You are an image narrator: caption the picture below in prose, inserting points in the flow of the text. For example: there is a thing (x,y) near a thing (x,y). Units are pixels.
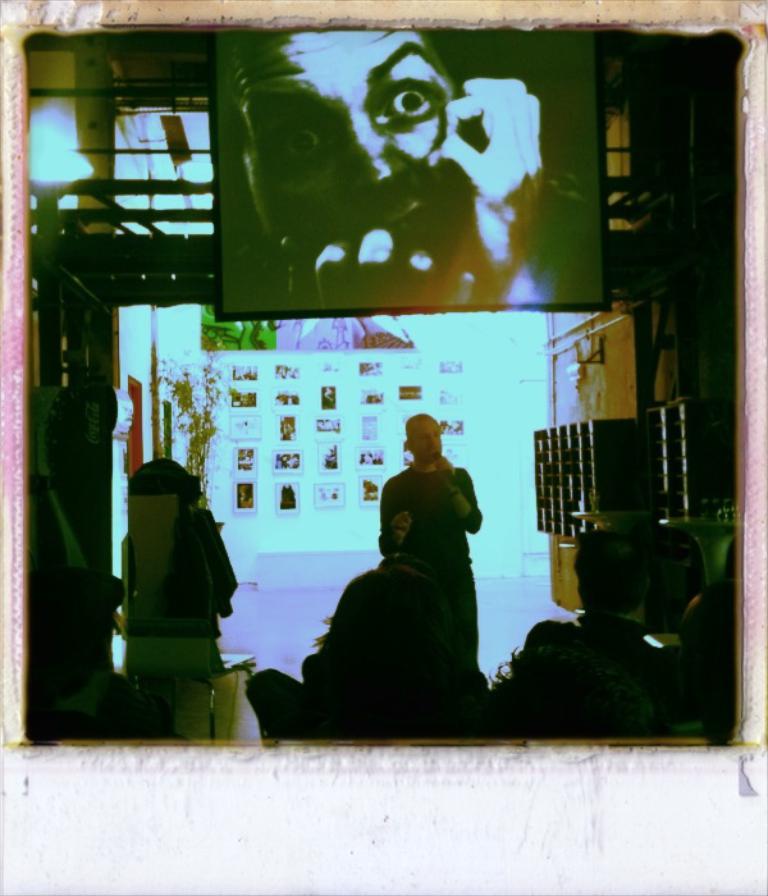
As we can see in the image there is a wall (519,435), photo frames (296,468), screen (339,307) and few people (62,634) here and there.
